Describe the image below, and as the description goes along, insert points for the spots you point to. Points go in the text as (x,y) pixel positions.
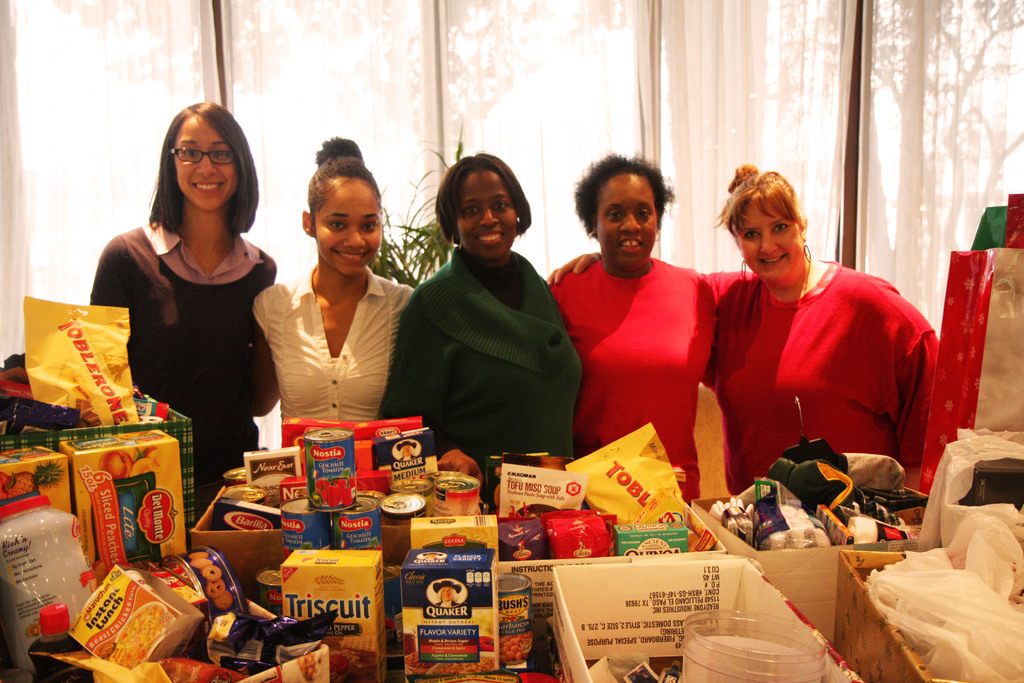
In this image I can see number of boxes (450,518), few covers (925,589) and few cans (312,507) in the front (367,534). In the background (226,351) I can see few women (583,432) are standing and behind them I can see a plant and white colour curtains (629,91).
